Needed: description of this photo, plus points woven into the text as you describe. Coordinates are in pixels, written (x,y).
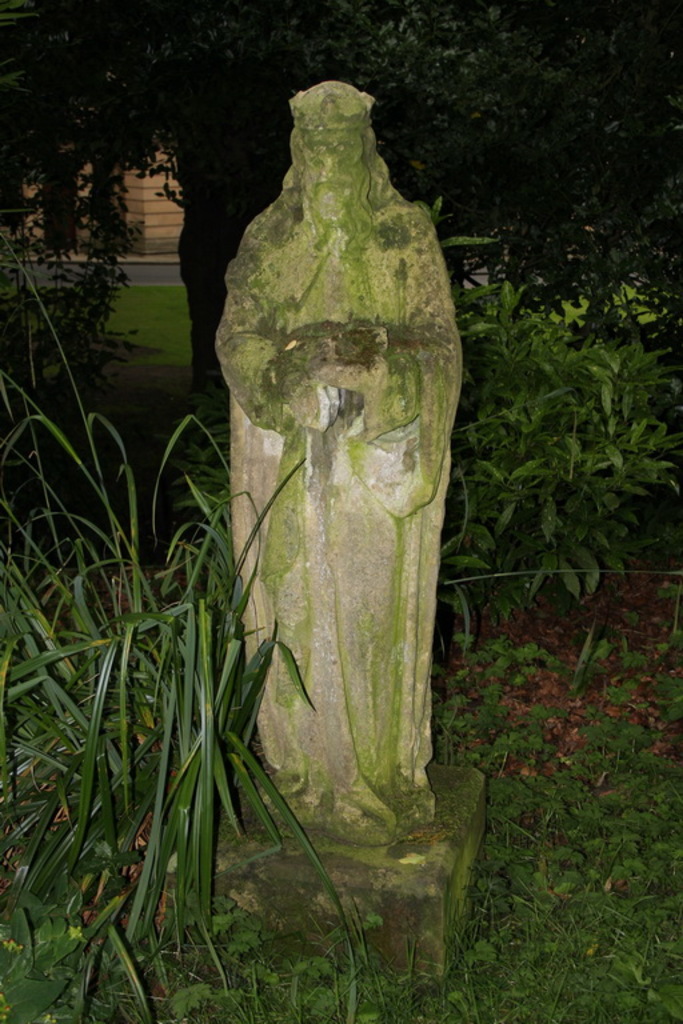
In the image there is a sculpture (427,398) of a person (364,452) and around that sculpture (342,447) there is a lot of greenery (487,381).
